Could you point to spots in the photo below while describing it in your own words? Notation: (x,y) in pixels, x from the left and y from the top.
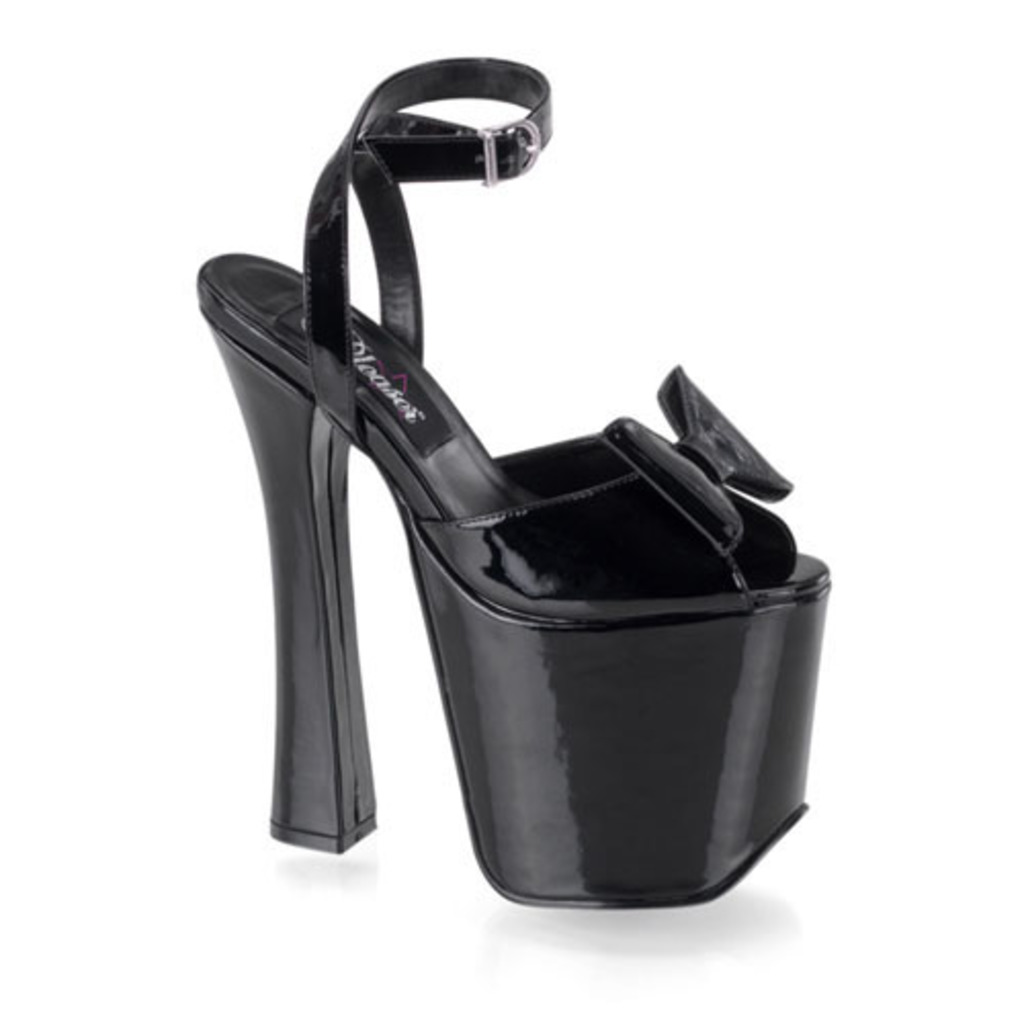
In the center of the image (662,468) there is a black heel (602,825) and the background of the image (248,990) is in white color.
